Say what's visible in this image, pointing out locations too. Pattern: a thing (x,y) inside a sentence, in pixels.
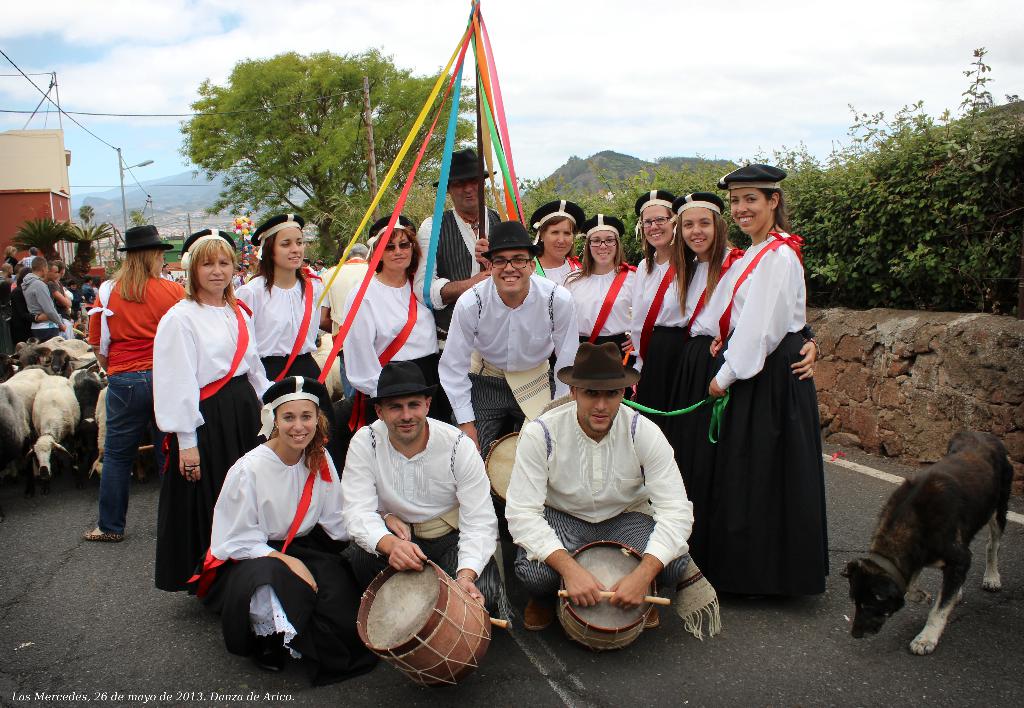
in the picture we can see a group of persons (560,340) here we can see some people (647,442) are sitting down and holding some musical instrument (630,618) here we can see a dog (956,508) near to the person (658,500) we can also see trees (241,136), mountains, here we can see the cloudy sky (738,36), the person (475,243) are holding a ribbon (490,101), we can also see a sheep (41,435) on the road (150,585) here all the persons (336,473) were on the road (25,619).
